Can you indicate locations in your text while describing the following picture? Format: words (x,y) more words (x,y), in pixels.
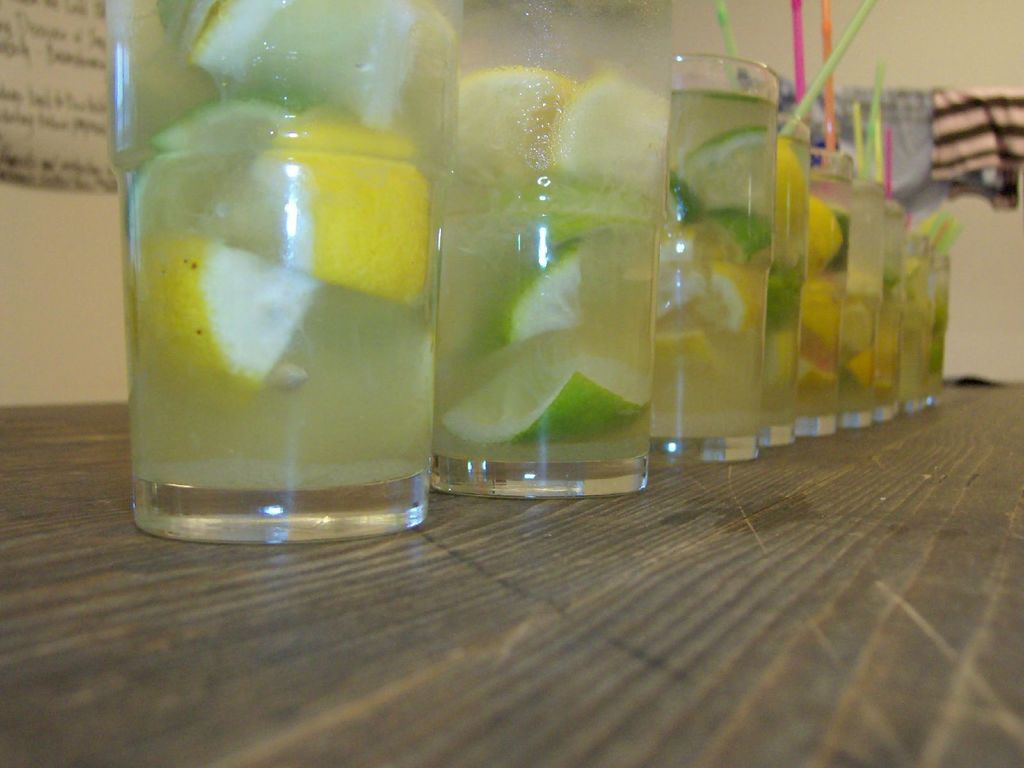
In this image in the foreground (607,367) there are a group of glasses (842,325), in that glasses (583,274) there is some drink (629,210), lemon slices (915,264) and some straws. In the background (889,117) there are some clothes (952,128), a paper (95,132) and a wall (79,267). At the bottom (450,527) there is a table (634,620).
